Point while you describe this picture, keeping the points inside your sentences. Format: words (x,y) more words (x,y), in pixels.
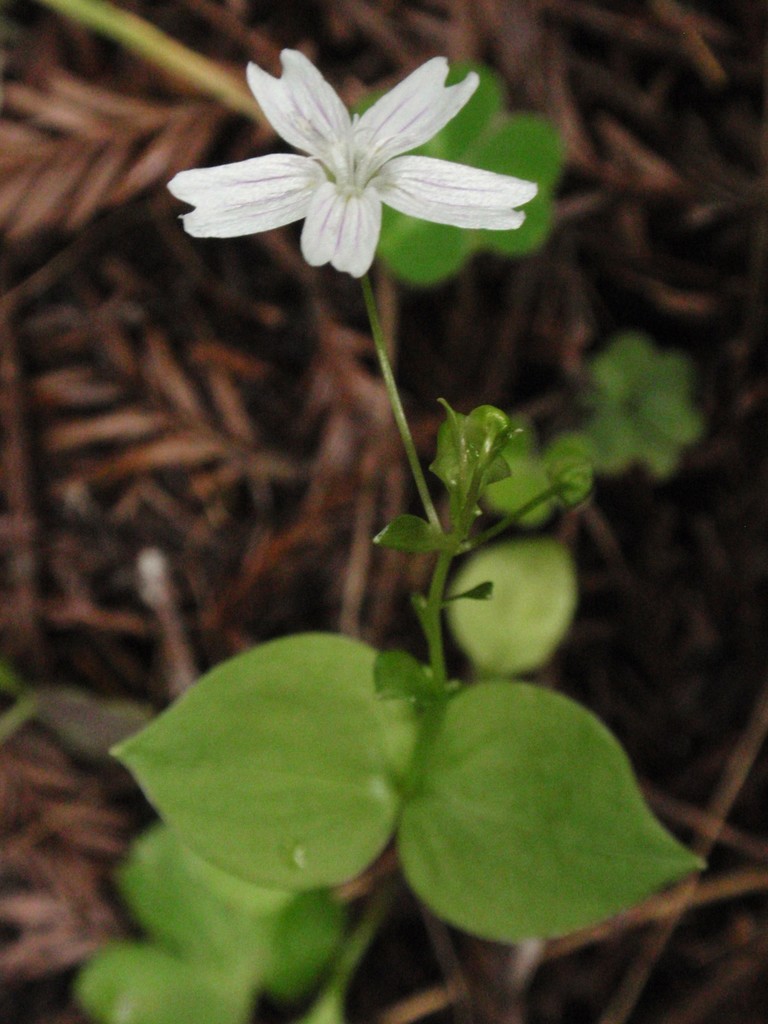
In this picture we can see a white color flower (353,194) and plant (436,594).
